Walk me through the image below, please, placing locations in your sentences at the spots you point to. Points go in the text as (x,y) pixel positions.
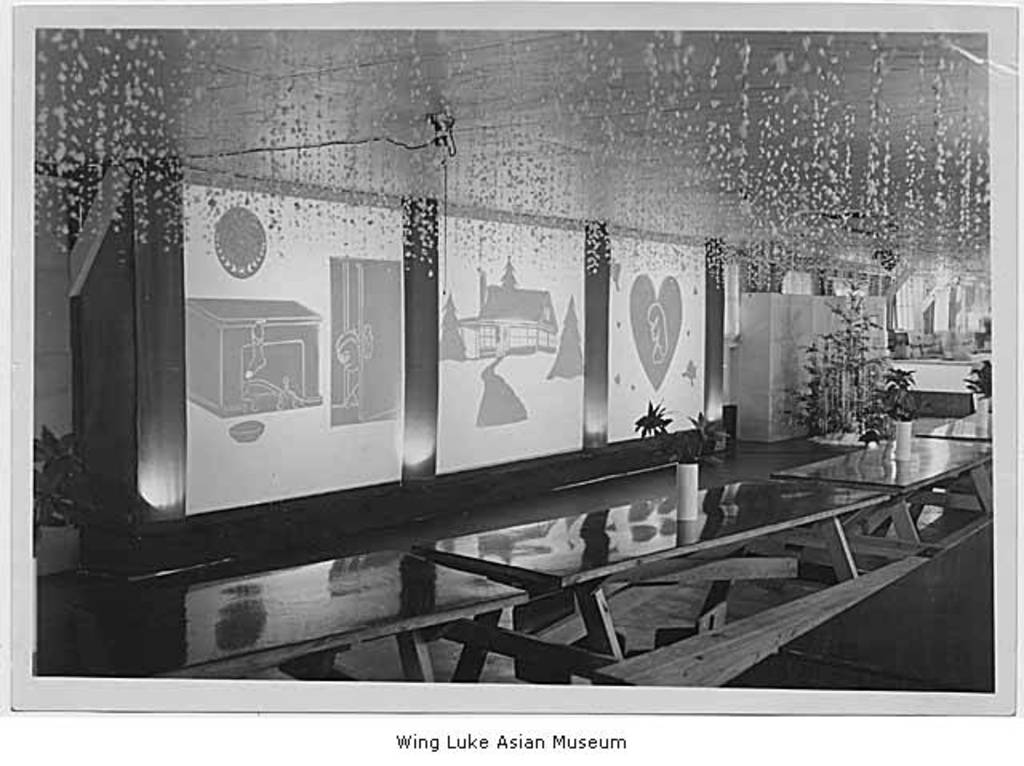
This is a black and white picture. In front of the picture, we see the benches (651,564) on which the flower vases (696,503) are placed. In the background (186,453), we see the wall paintings (395,356). On the right side (776,346), we see a wall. On the left side (66,549), we see a flower pot (69,473). At the top (357,89), we see the ceiling (695,91) of the room (514,149) and it is decorated.
